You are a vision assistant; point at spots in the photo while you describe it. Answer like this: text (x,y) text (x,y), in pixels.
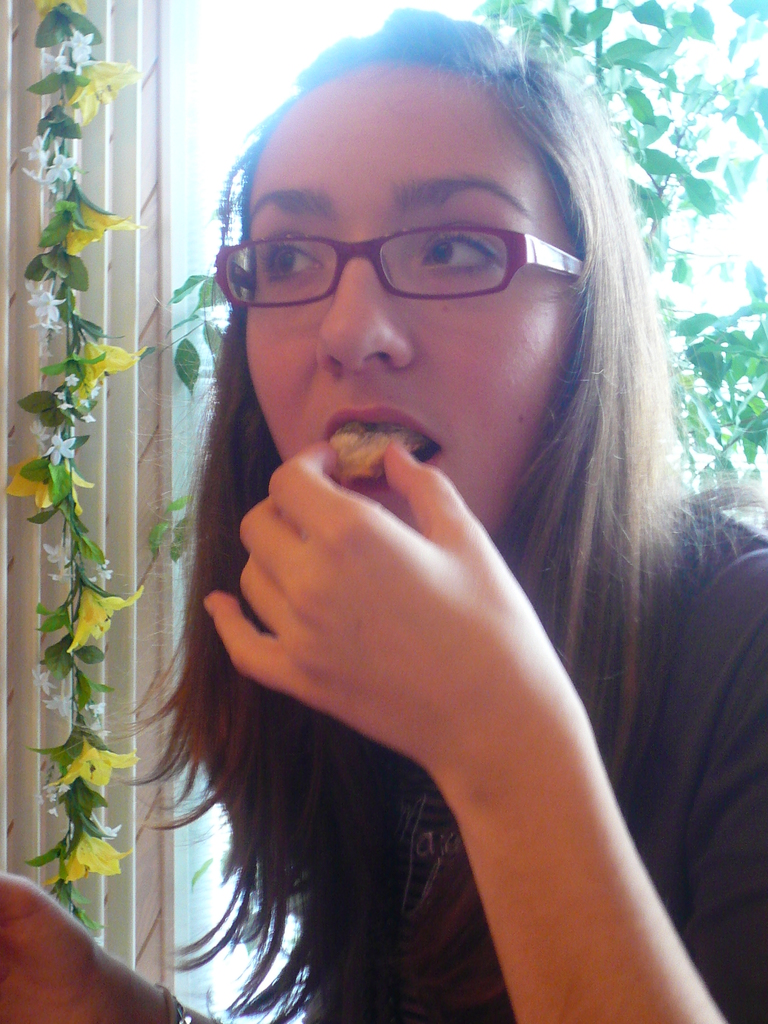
In front of the image there is a person (346,577) eating some food item (399,430). Behind her there is a glass window (310,16) through which we can see trees (713,372). On the left side of the image (61,4) there are leaves (91,831) and flowers (90,783).
